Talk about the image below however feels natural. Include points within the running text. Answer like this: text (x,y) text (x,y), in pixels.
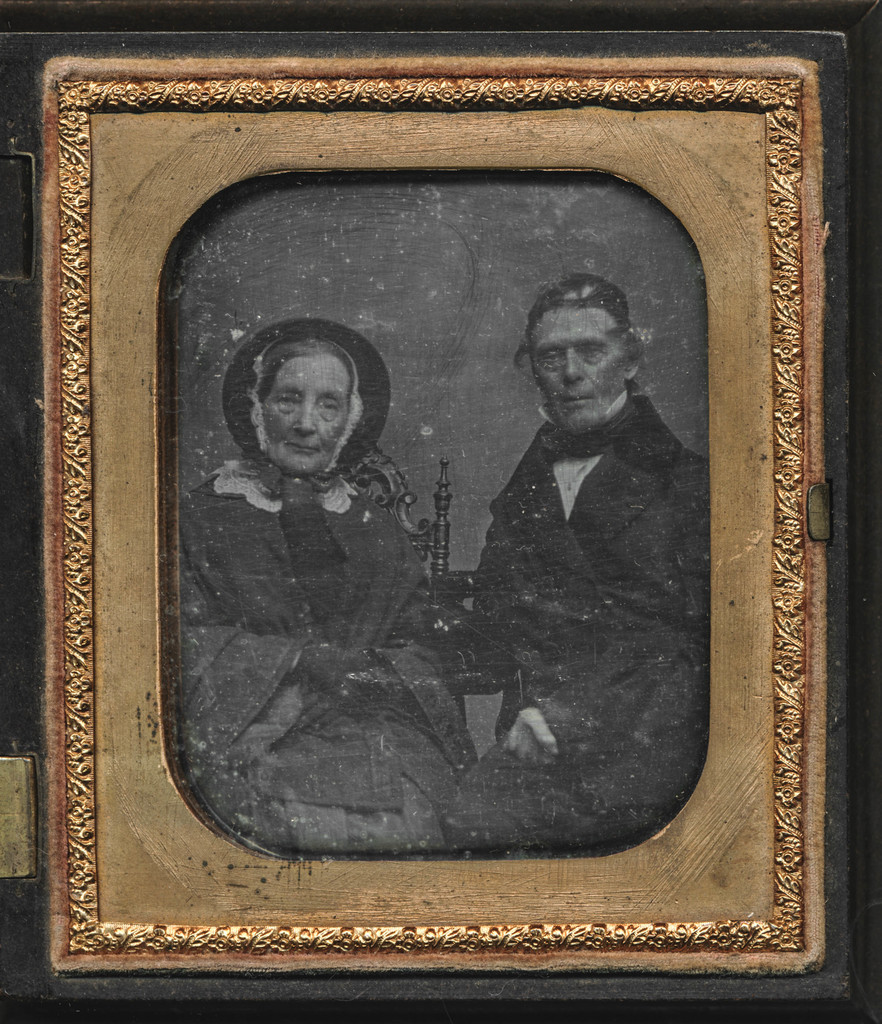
In this picture we can see a photo frame (747,414). In the photo (452,420) we can see an object (456,571) and two people (626,446).
